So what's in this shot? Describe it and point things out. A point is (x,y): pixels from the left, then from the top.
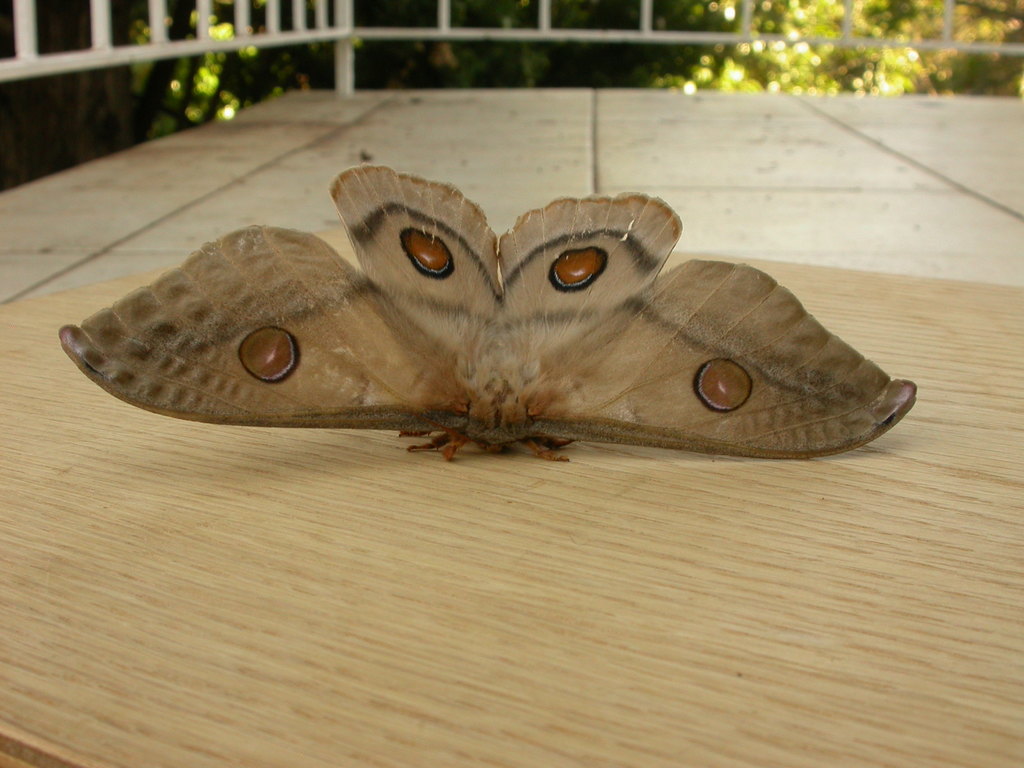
In this picture we can see a moth (573,407) here, in the background (116,77) there are some plants (936,7).
